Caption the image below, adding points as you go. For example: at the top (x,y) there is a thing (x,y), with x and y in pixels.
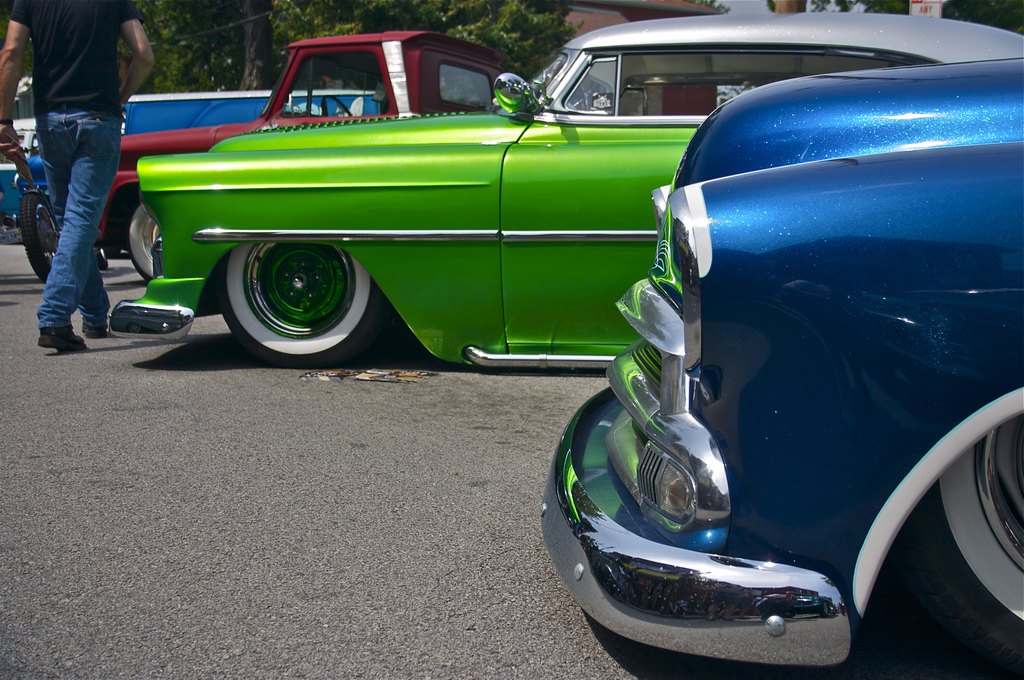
In this picture there is a man (98,107) who is wearing black t-shirt (97,99), jeans (71,234) and standing near to the green car (446,194). He is holding bicycle (29,234). On the right (864,132) there is a car (814,514) on the road (354,567). In the background (408,101) we can see truck (343,89), van (225,93) and car (192,101) near to the trees (320,36). At the top (734,2) we can see sky (751,4).
